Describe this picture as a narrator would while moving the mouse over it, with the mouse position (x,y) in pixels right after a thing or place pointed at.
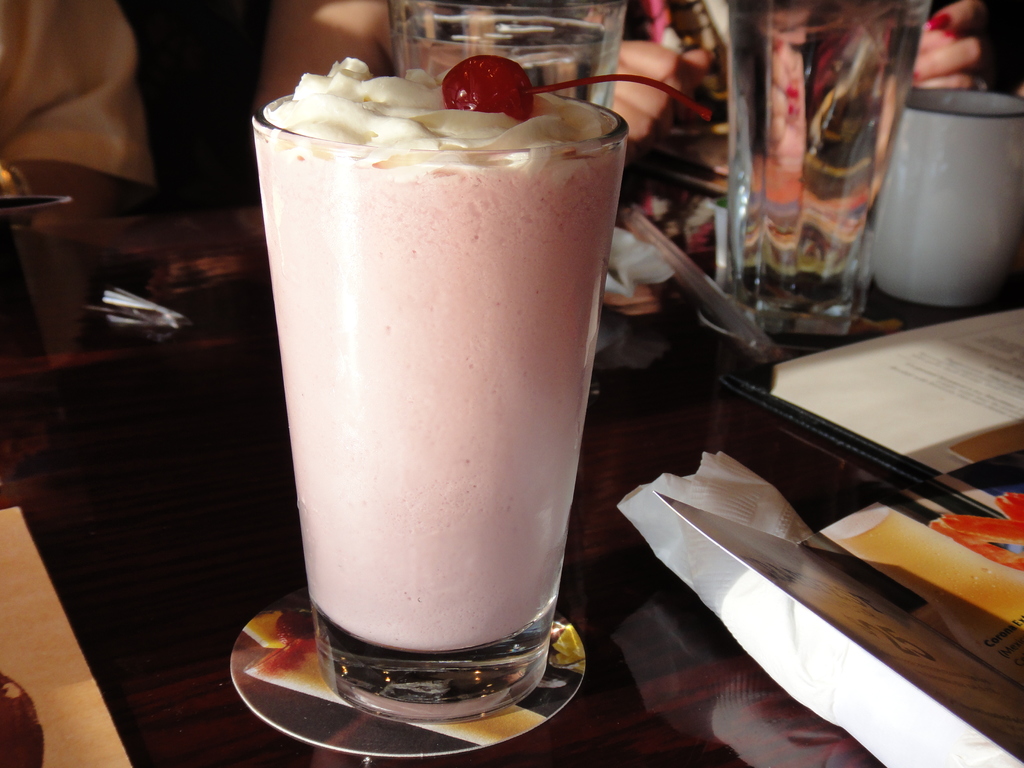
In this picture we can see a table (603,753) and on the table (534,735), there are glasses (612,120), a cup (911,112), menu card (922,346), tissue paper (823,638) and some objects (14,724). In the glass (378,405) there is liquid (379,198) and a cherry (461,66). Behind the table (221,269), there are people (53,84).
